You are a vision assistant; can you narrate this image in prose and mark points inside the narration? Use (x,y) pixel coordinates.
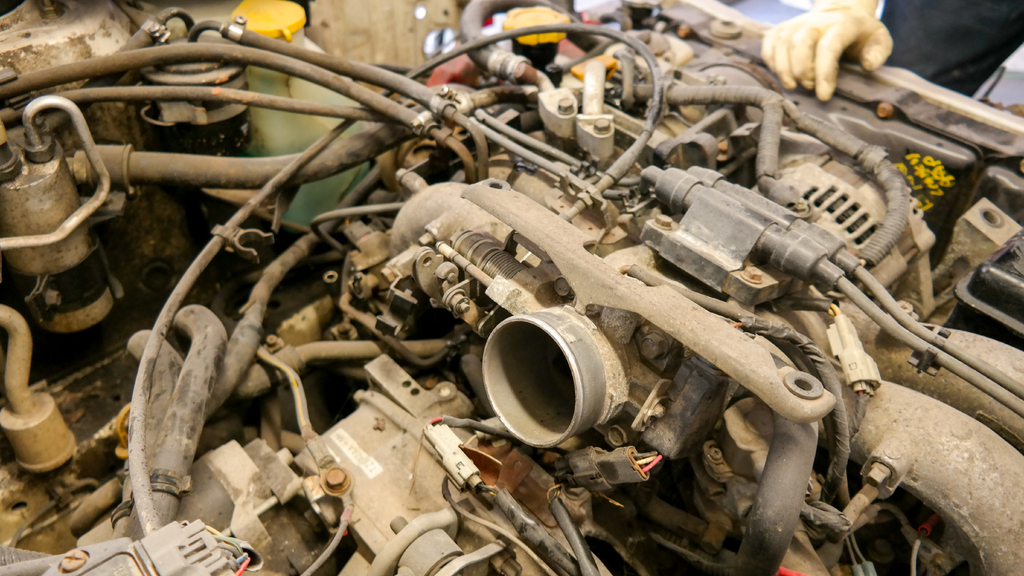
In this picture we can observe a machine (360,400). There are some wires (189,52). In front of this machine (504,222) there is a human (849,18). We can observe a human hand (807,49) on the machine (770,105).
